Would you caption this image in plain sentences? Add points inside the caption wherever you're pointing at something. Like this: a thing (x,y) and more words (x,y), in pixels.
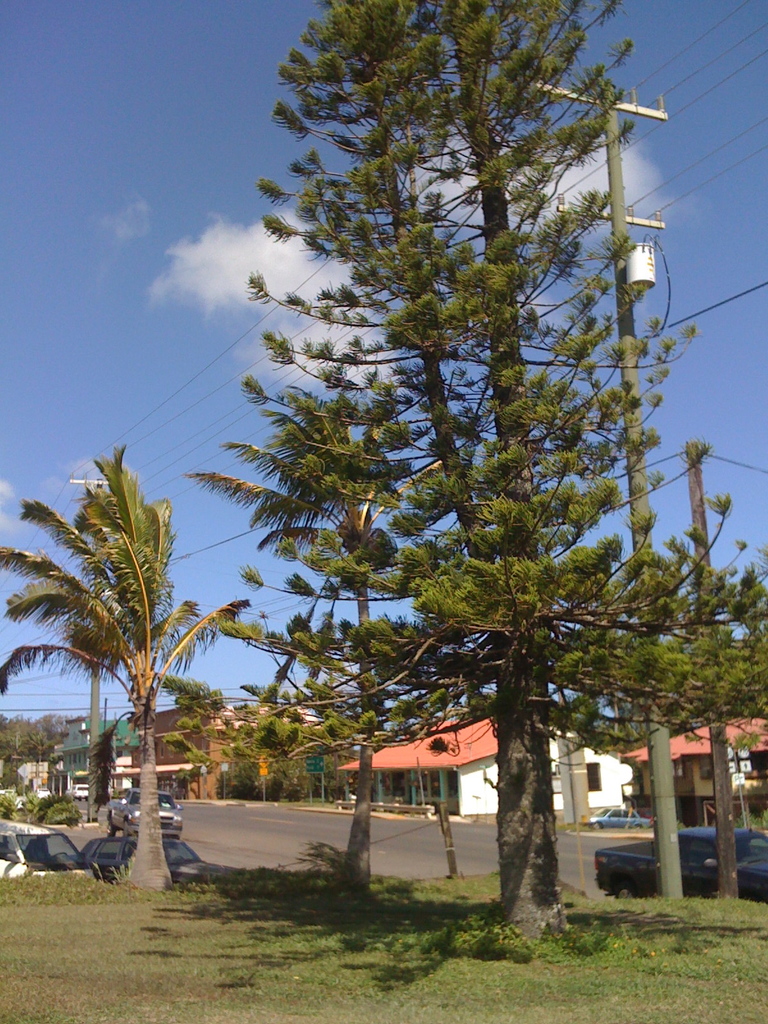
In the center of the image (497,491) we can see the sky (170,181), clouds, wires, poles (660,798), trees (488,348), buildings (629,755), plants (77,808), grass (532,1017), few vehicles (123,845), road (459,852) and a few other objects (403,812).
